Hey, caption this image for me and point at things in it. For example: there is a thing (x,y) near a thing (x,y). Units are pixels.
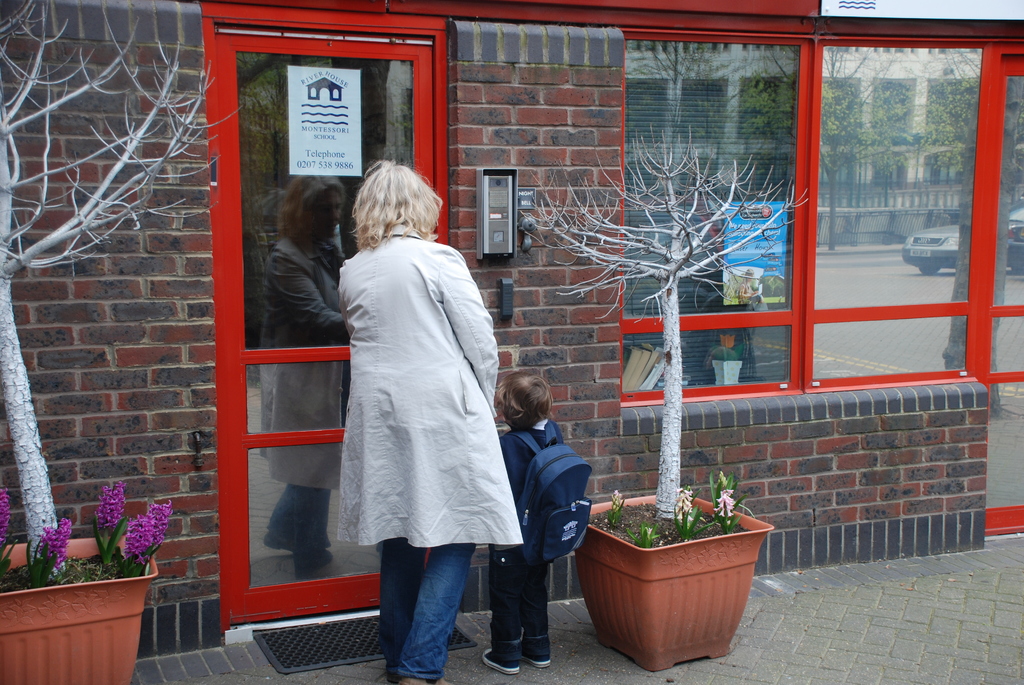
In this picture we can see a school (149,256) with bricks (161,393) and this is a door (256,335). These are the bare trees (672,456). These are the pots (712,603) and there are few plants (146,568) in it. We can see a woman (379,337) and a baby (511,457) trying to enter into the school (480,556). This is the road (913,631).
